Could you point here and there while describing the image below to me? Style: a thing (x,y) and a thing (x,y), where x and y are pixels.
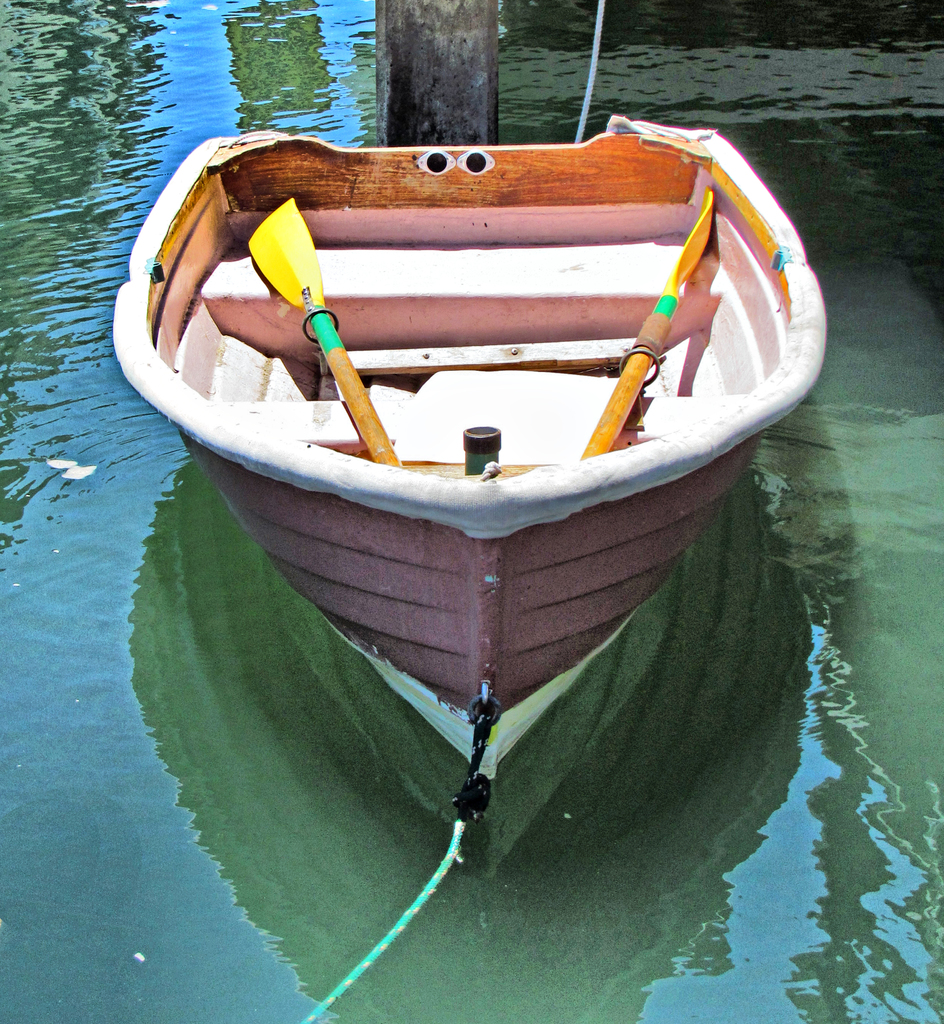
In this image, we can see canoe paddles (309,288) in the boat (362,306) and at the bottom (454,793), there is water (454,793).
